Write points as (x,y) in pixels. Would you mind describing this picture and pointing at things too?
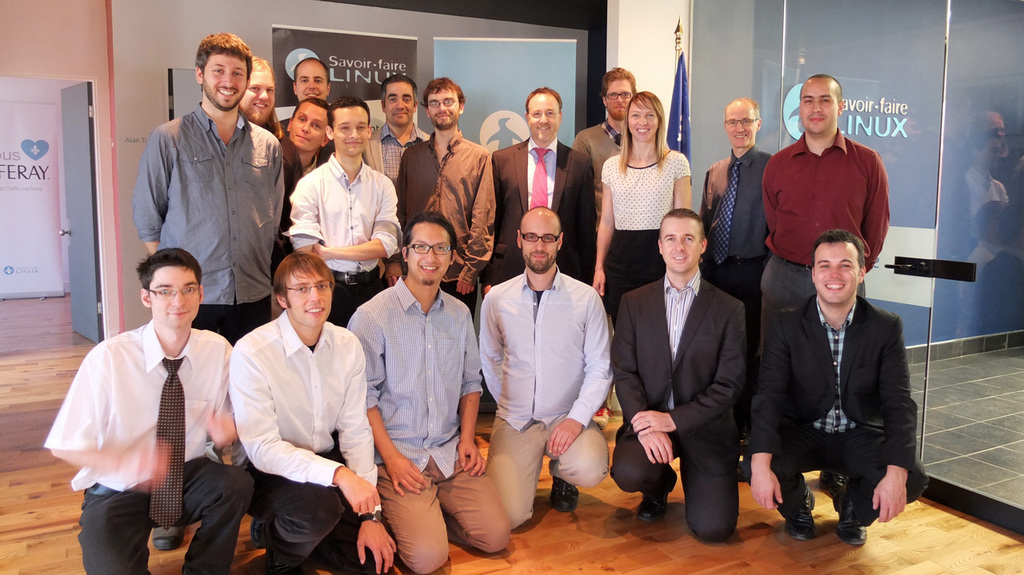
In this picture we can see a group of people (312,297) are smiling and some people (595,238) are standing on the floor (27,419). In the background (130,290) we can see a flag (684,112), door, posters (358,71), walls (143,140) and the glass (701,65).
